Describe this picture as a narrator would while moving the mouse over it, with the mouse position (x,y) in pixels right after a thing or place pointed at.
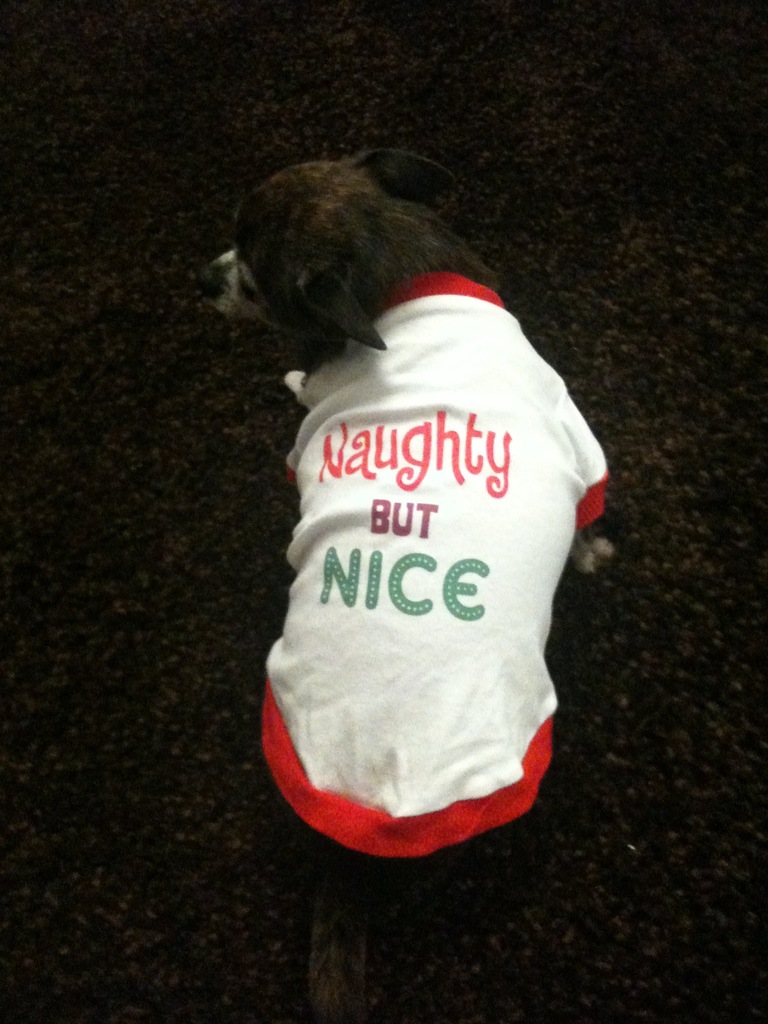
In this image there is a dog (347,273) standing. The dog (354,230) is wearing a dress (429,635). There is text (427,435) on the dress (403,517).
